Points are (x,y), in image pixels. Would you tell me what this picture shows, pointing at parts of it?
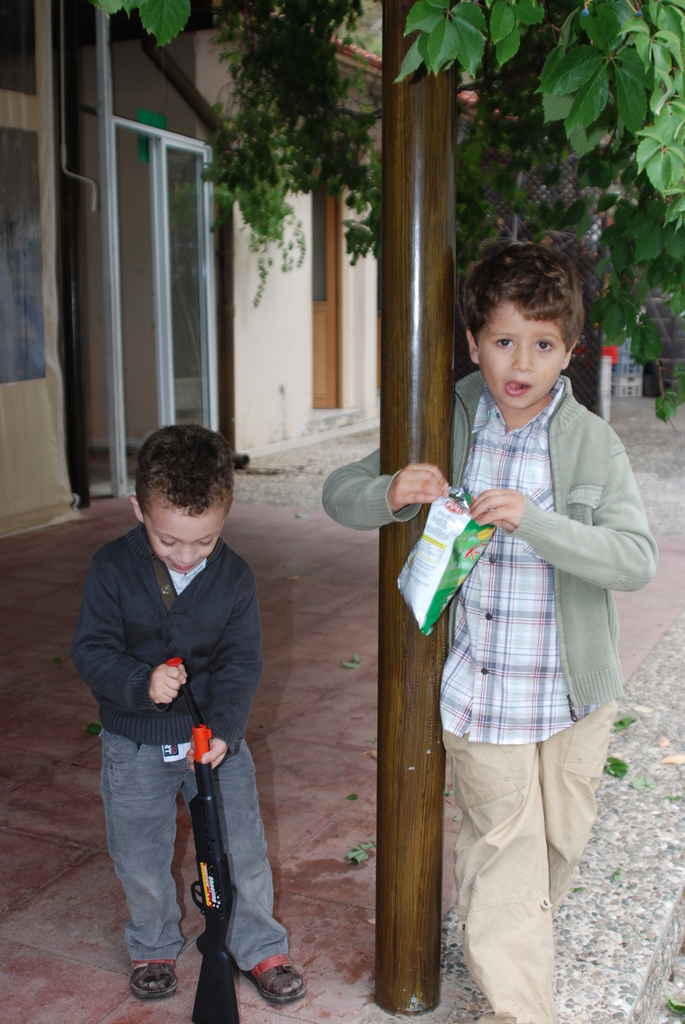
In this image we can see a child (151,582) holding a gun (193,815). Also there is another child (509,649) holding a packet (449,556) and standing near to a pole (416,344). In the back (143,204) we can see building (136,273) with doors (183,301). At the top (218,130) we can see branches (643,144) with trees (646,240).
